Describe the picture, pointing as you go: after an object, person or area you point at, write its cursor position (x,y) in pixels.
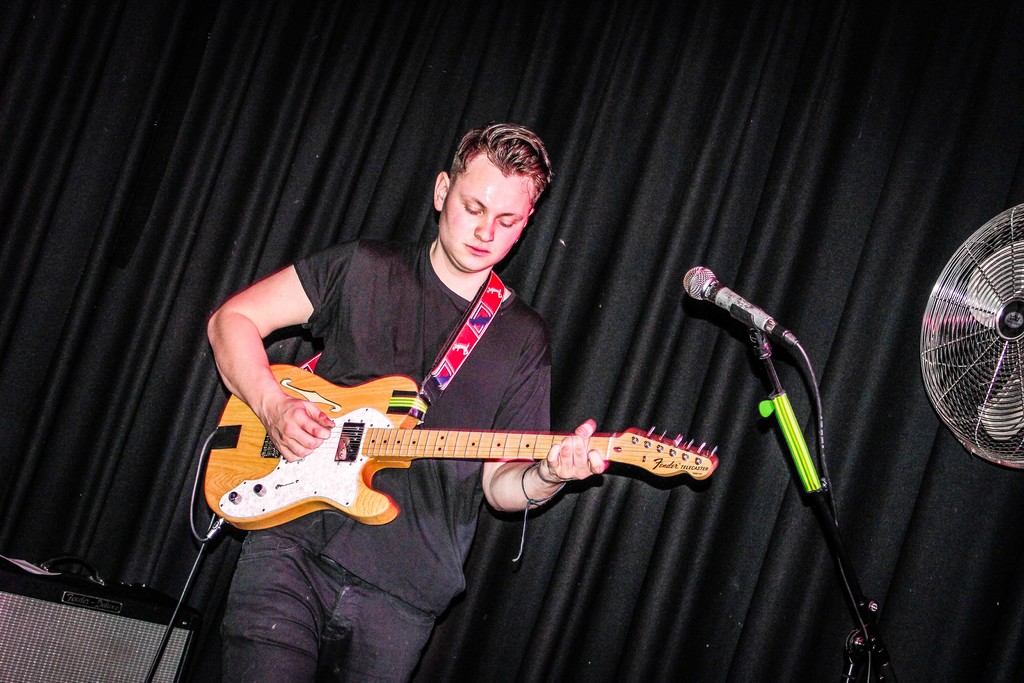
A man (433,318) is standing and also playing the guitar (542,437). He is wearing a black color T-Shirt (418,367) behind him there is a curtain (315,148).
